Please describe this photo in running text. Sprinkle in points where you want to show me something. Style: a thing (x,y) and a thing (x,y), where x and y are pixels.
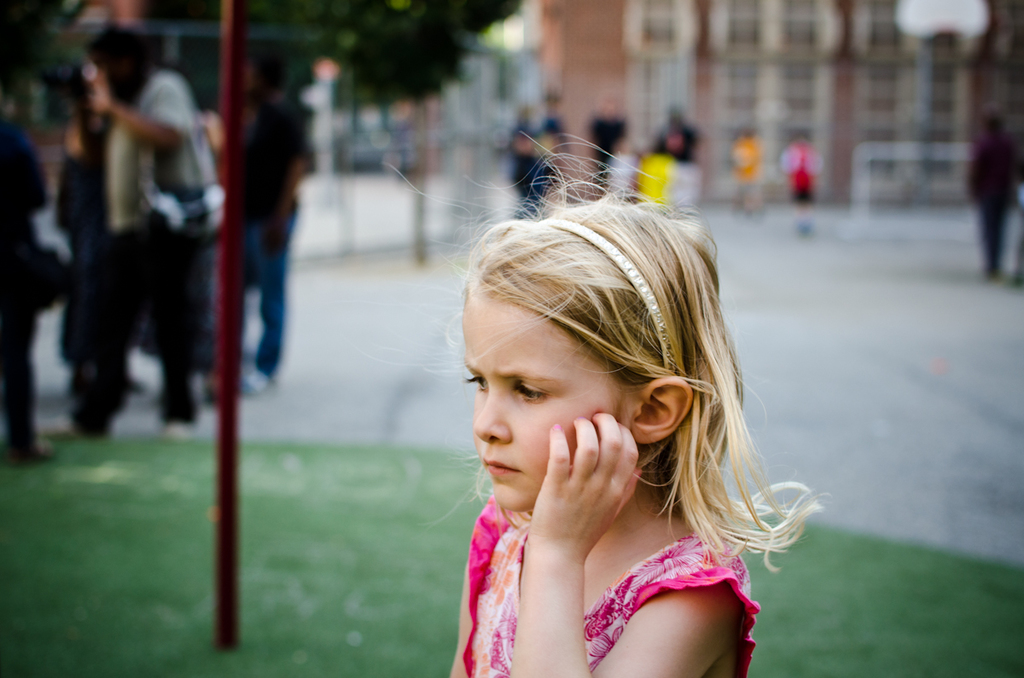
In this picture I can see a girl (560,499) is wearing pink color dress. In the background (251,161) I can see people (205,155), poles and buildings (838,134). I can also see trees (339,27).
